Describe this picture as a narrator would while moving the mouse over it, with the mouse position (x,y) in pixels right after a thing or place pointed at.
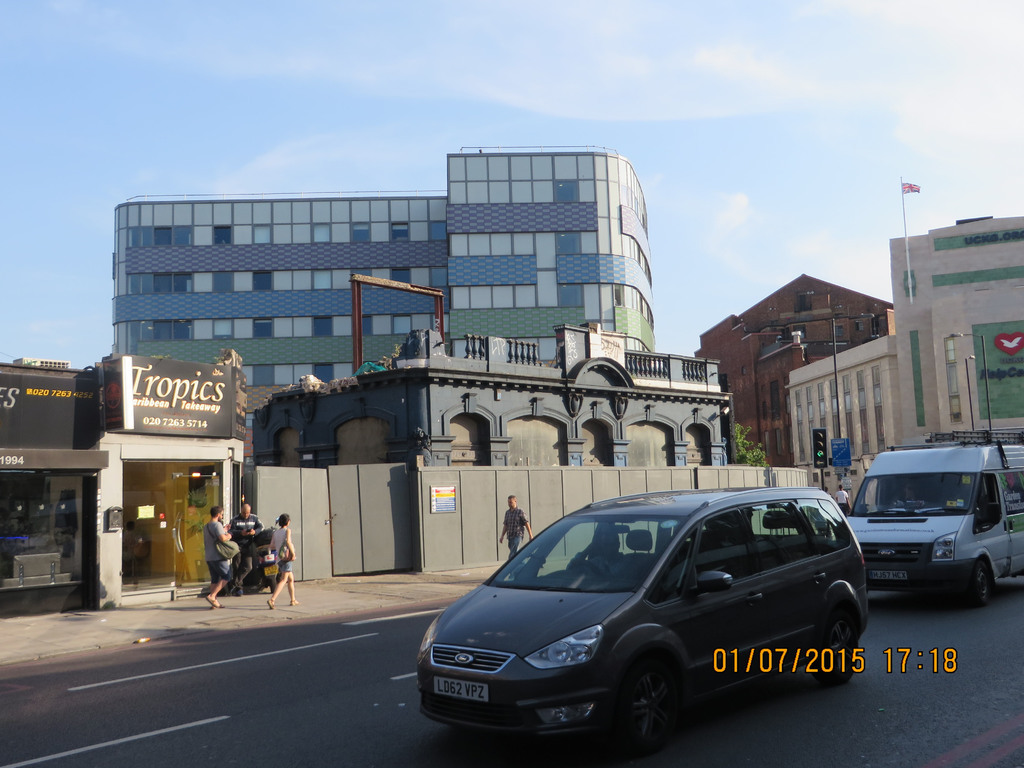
In this image I can see vehicles (654,601) on the road (753,746). In the background (485,306) I can see buildings (447,404), people (240,562), flagpoles (910,266), the sky (913,210), traffic lights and other objects (532,478). Here I can see a watermark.
